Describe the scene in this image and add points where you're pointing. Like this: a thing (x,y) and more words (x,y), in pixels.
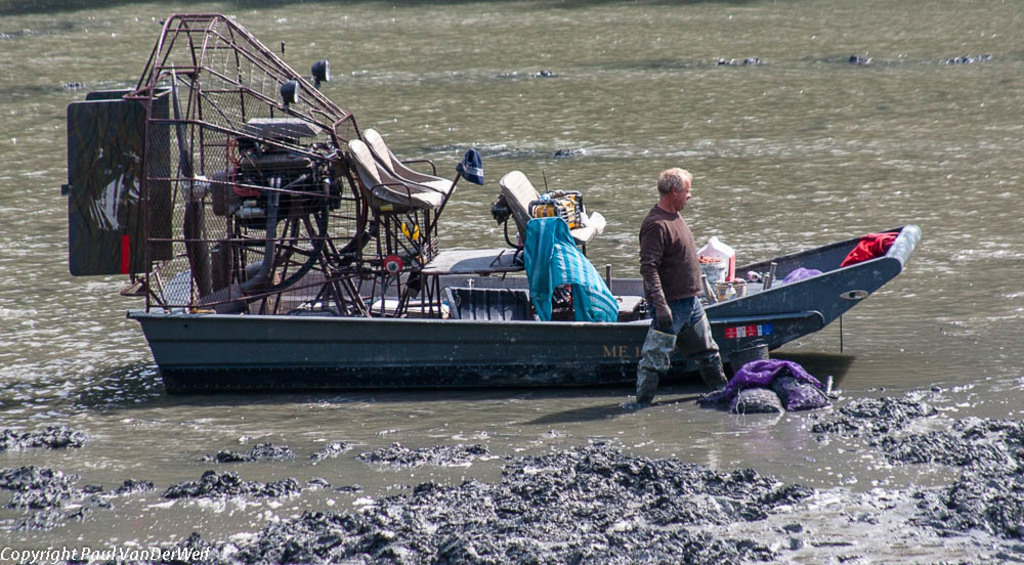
In this image we can see a boat (517,323) with chairs (436,205), blanket (551,265), lights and an iron grill (202,146) in it. Beside the boat (642,311) we can see a person (661,359) standing in the water (638,433). in the background (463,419) we can see water (662,414) and mud (529,505).
